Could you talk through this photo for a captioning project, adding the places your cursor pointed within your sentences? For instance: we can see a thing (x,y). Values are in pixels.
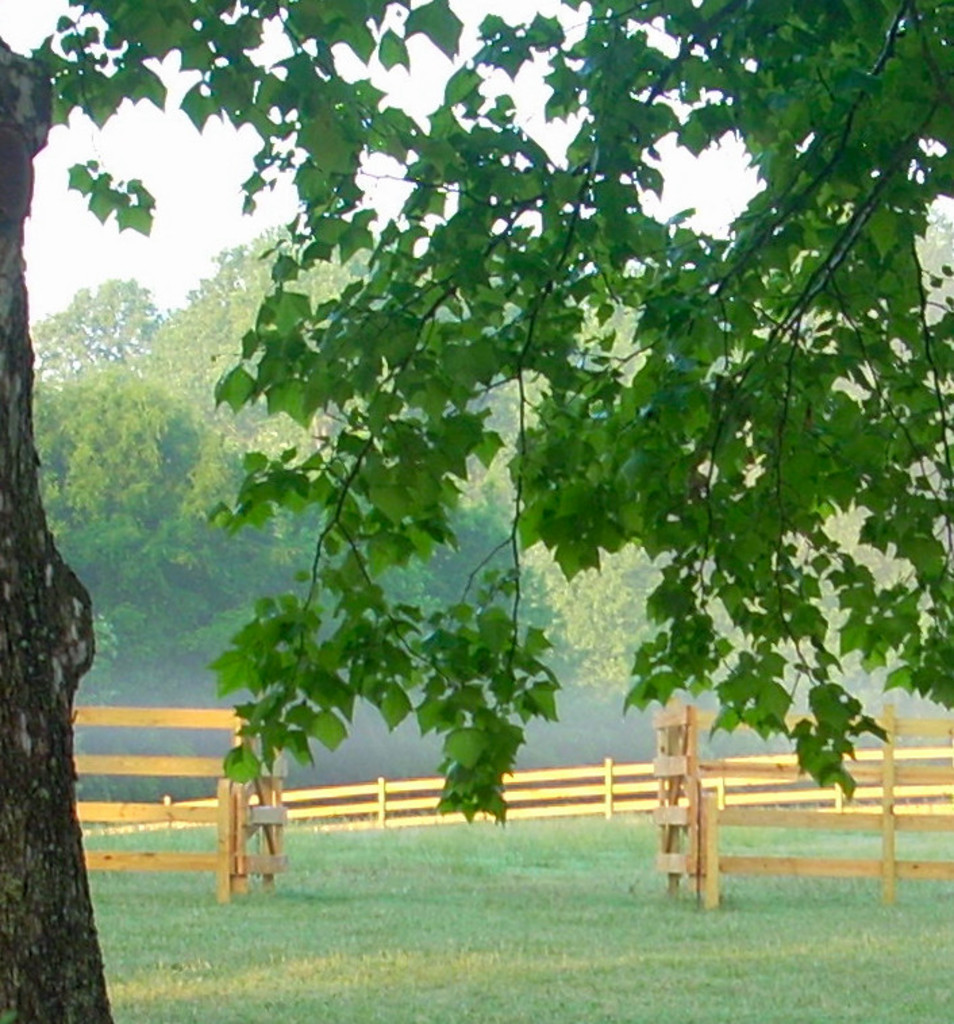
In this image in the front (267,461) there is a tree (297,495). In the center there is grass (457,889) on the ground (459,861) and there is a wooden fence (561,809). In the background (265,446) there are trees (260,420) and the sky (233,166) is cloudy.
